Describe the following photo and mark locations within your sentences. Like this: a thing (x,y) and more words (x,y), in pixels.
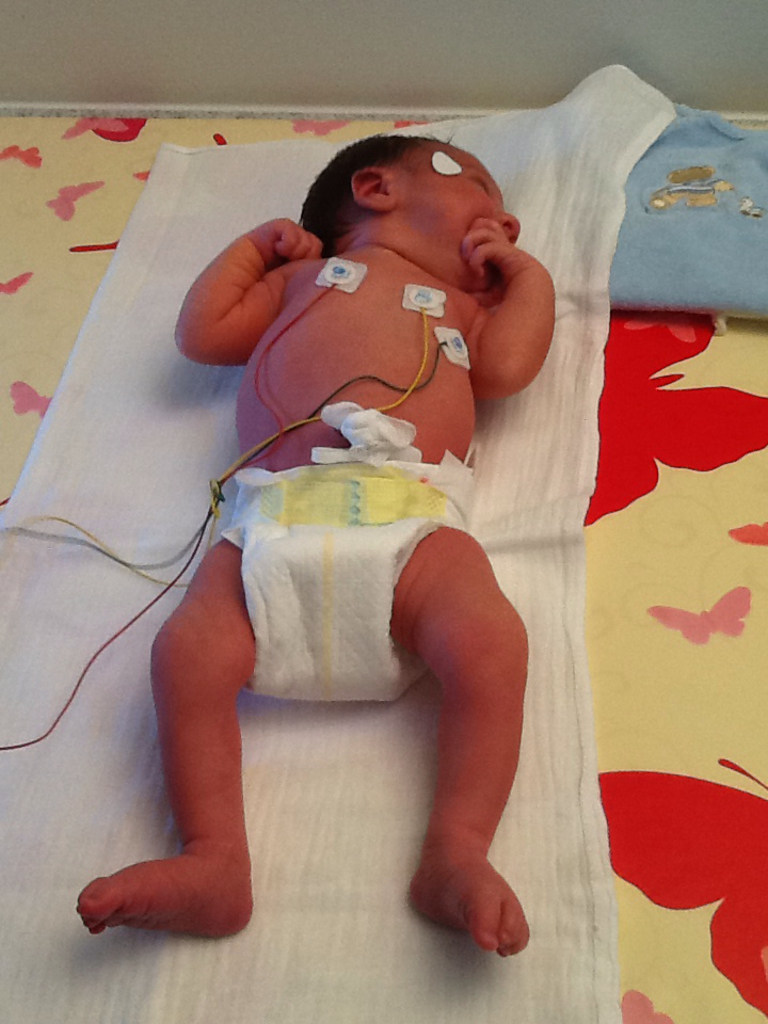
In this picture we can see a baby (457,502) on the bed (591,527), and also we can see few cables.
